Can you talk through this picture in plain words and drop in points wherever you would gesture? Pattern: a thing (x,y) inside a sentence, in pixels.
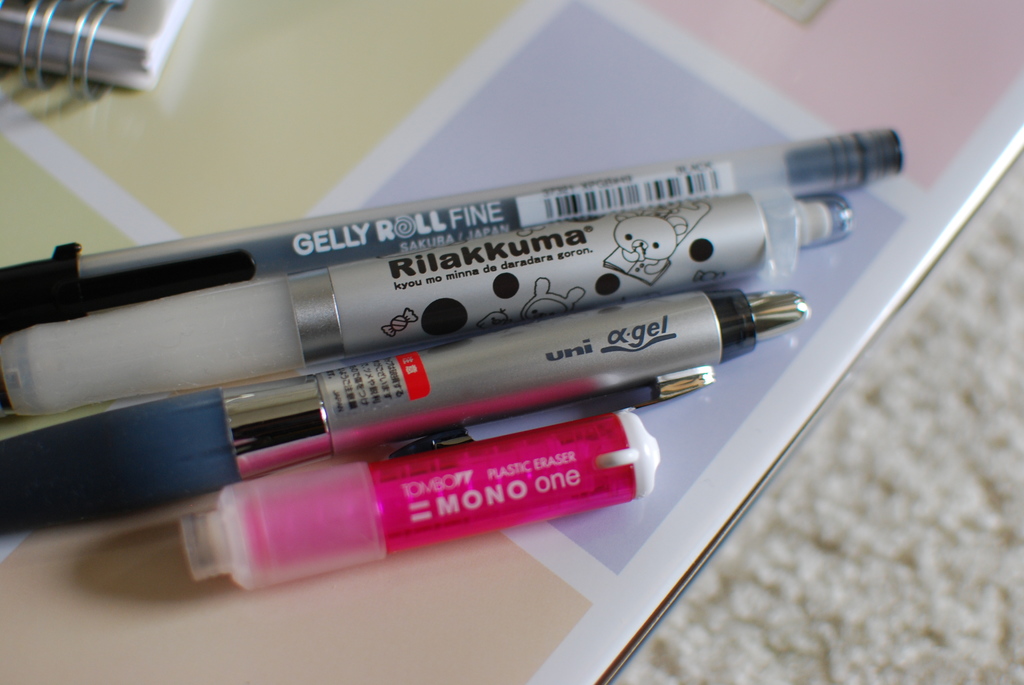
In this image we can see one book (71,43), some pens (263,366), one pink object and one small white object (799,5) on the table (708,545). There is one white object (850,521) on the floor (1018,637) looks like a carpet (1012,460).
